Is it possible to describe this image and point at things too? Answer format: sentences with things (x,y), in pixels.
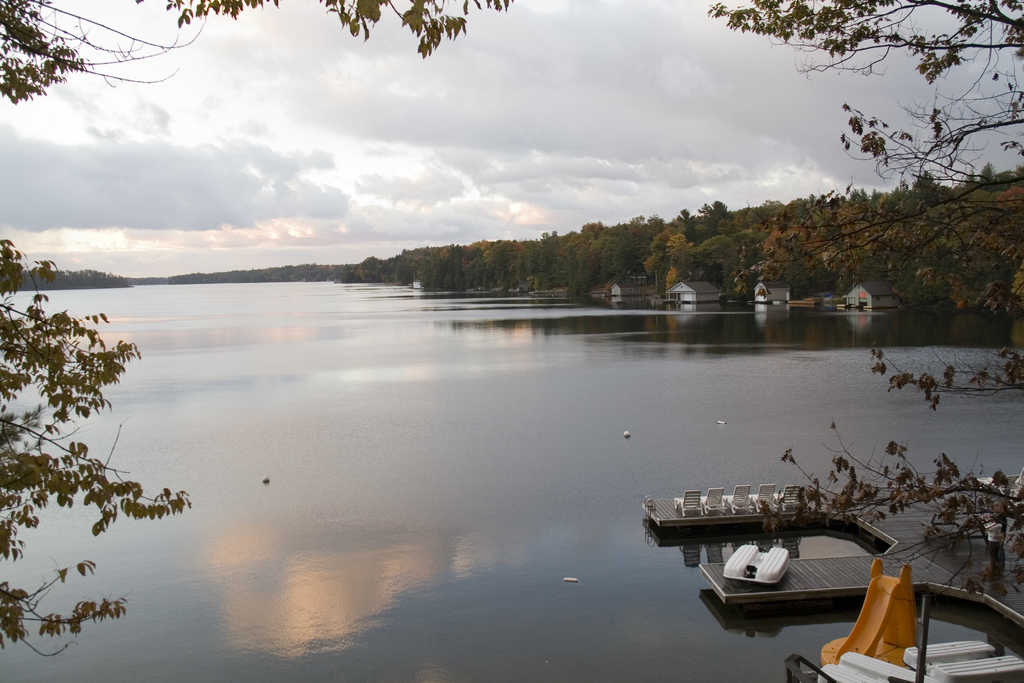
This looks like a river (254,384) with the water (244,348). These are the trees (472,255) with branches (997,228) and leaves (70,318). This looks like a wooden platform (908,559). I can see the benches (748,507) and chairs (717,504). I think these are the houses (716,291). This is the sky (562,137) with the clouds (559,155).
